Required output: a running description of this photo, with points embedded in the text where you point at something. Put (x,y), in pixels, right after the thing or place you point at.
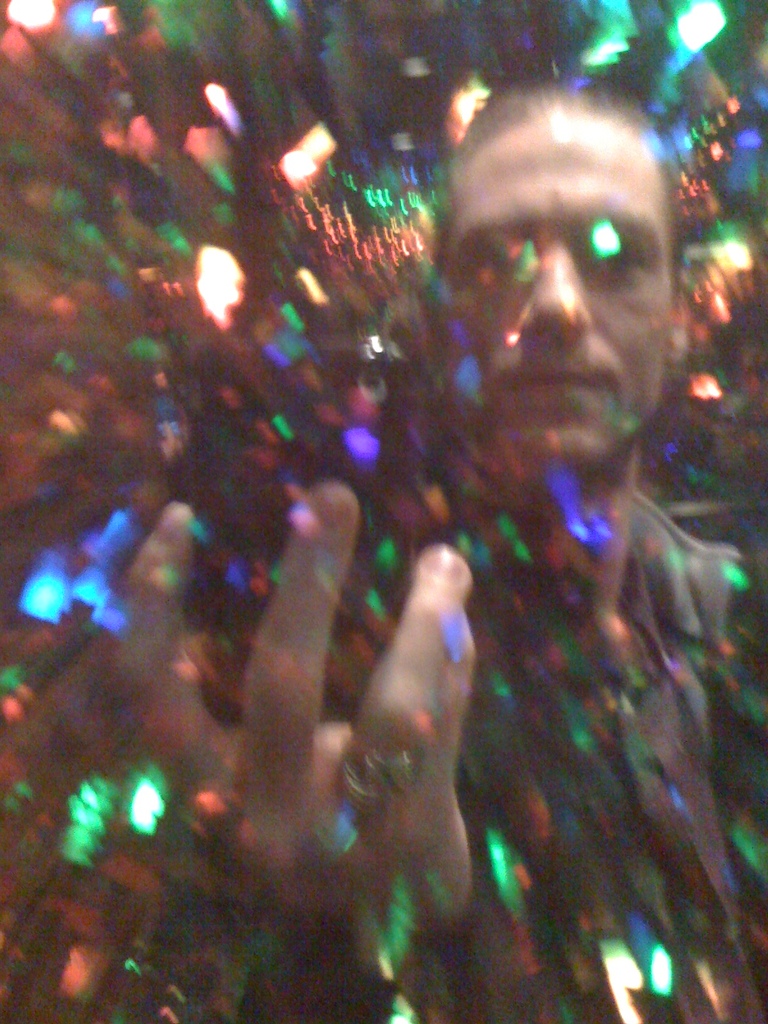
In this image we can see a person (498,636) wearing black color dress (558,726) standing and there are some lights (78,232) at the foreground of the image (272,340).
